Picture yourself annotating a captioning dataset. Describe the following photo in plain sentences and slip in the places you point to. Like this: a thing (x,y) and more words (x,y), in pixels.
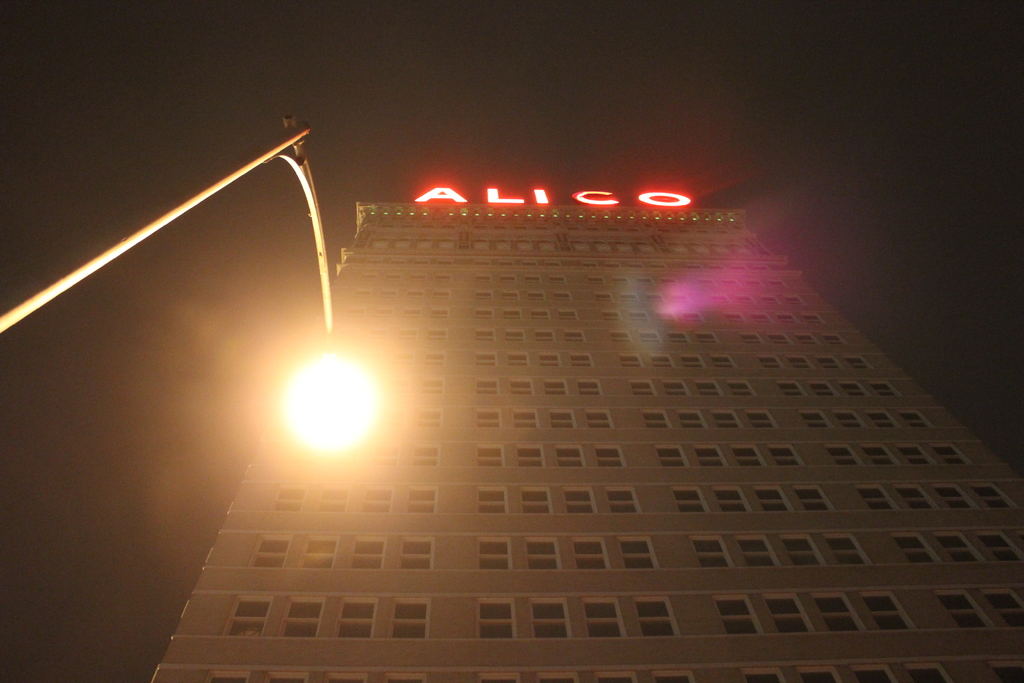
In this image, we can see a building (633,470) with walls (670,518) and windows (703,496). Left side of the image (160,228), there is a street light (317,382) with pole (182,209). Background (983,132) there is a sky (155,468).
